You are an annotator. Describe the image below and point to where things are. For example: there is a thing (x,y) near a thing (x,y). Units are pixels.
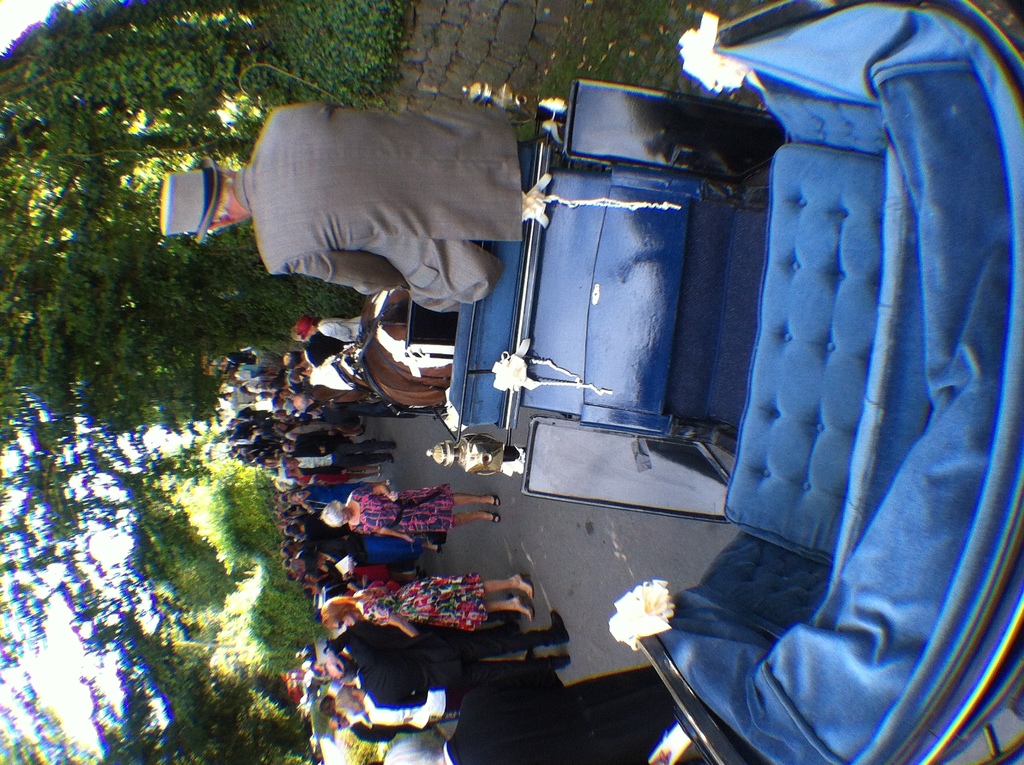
In this image I can see the blue color cart (716,339). I can see one person (504,239) sitting on the cart (570,438). To the side of the cart (654,447) I can see the group of people (296,579) with different color dresses (309,518). In the background (123,491) I can see many trees (143,551) and the sky (35,666).
